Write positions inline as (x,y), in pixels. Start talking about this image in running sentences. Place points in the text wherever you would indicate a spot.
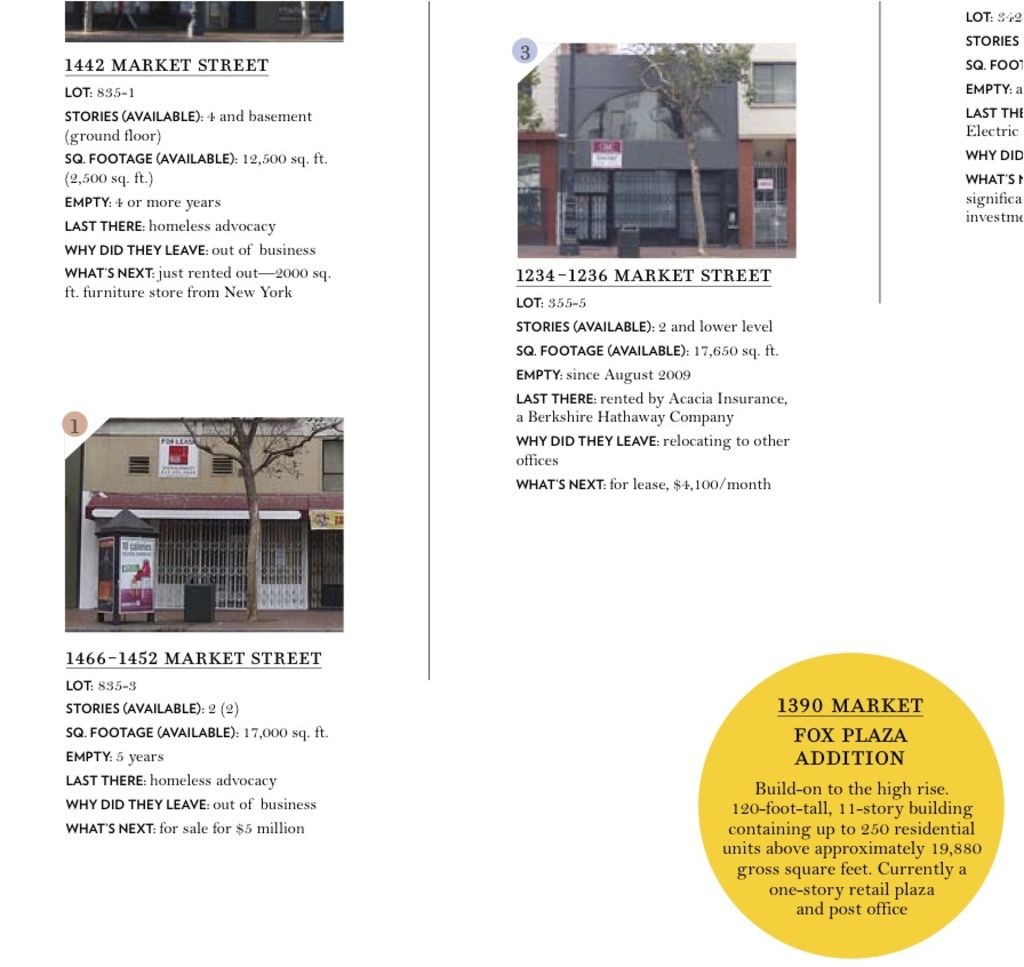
In this picture I can observe two buildings (284,509) and there is some text (217,251) in this picture. The background (638,742) is in white color.
